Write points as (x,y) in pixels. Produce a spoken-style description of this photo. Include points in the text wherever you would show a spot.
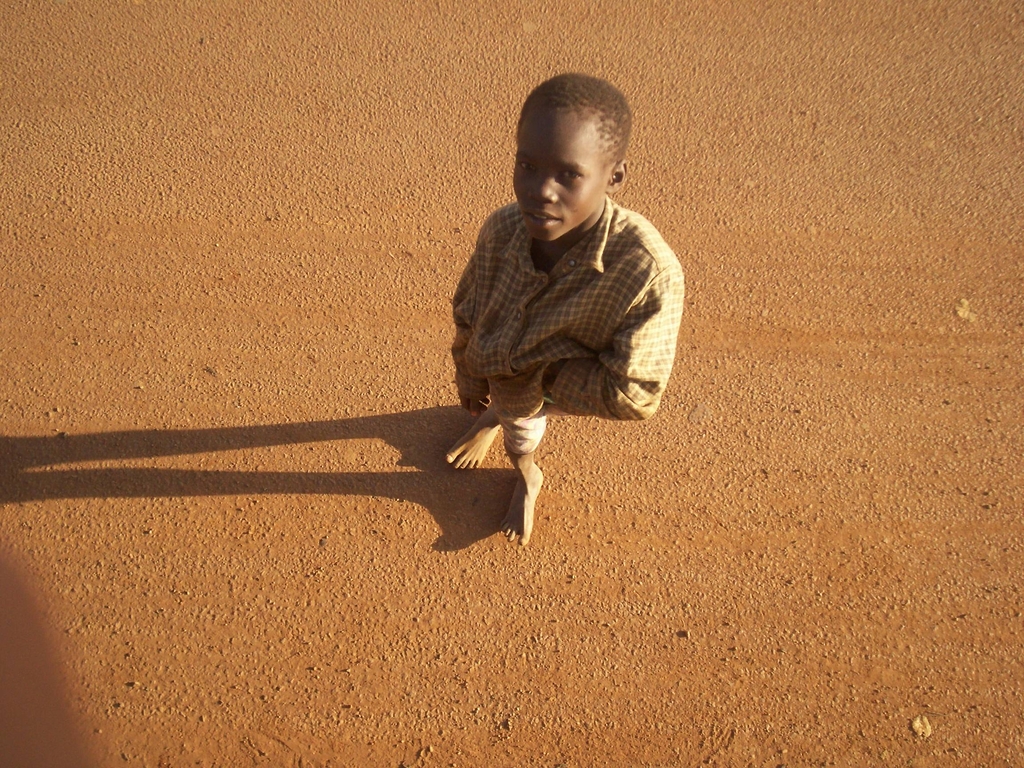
In this picture we can see a person (658,288) standing on the road (428,554).
